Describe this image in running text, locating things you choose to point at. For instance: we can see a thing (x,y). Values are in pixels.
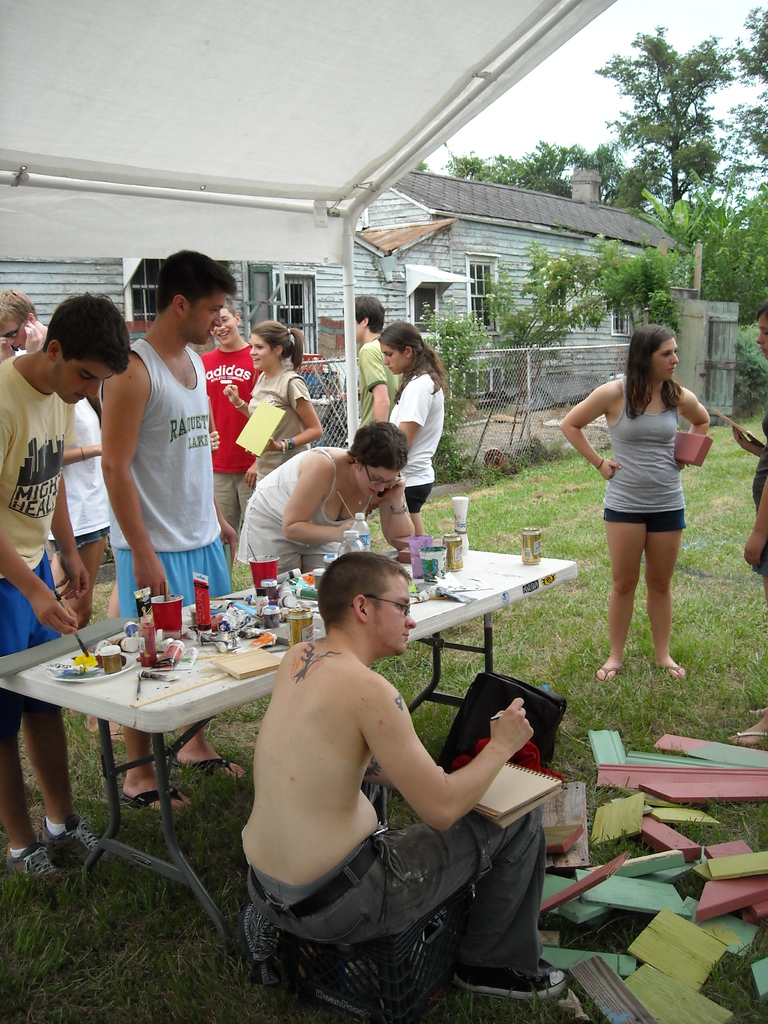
It is an outdoor space, there are lot of people (404,534) standing and one of the man (289,803) is sitting there is a table (166,685) in between them and there are some painting items (107,668) on the table (511,557), beside the man (467,774) who is sitting there are lot of colored wooden boards (670,835), in the background (534,297) there is a house (485,268), trees (581,155), sky (572,54), there is also grass (525,503) in the place where they are standing.
